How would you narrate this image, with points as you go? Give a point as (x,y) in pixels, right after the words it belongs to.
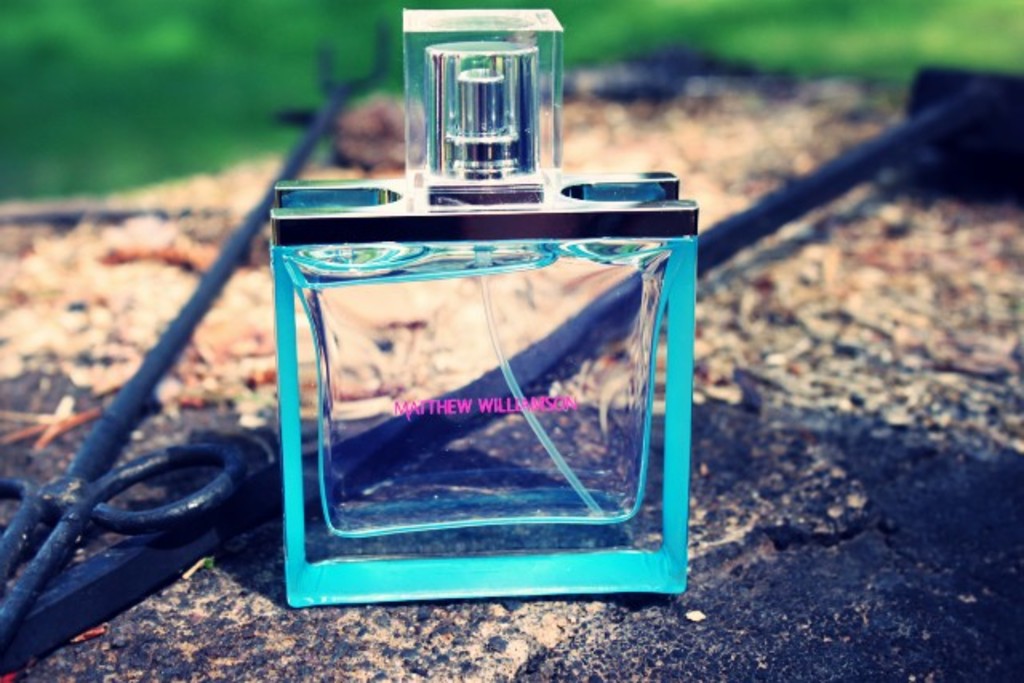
In this image there is a bottle (405,521) on the surface (809,594), there is text (440,406) on the bottle (487,419), there is an object (157,472) truncated towards the left of the image (141,513), the background of the image (174,297) is blurred, there is an object (980,139) truncated towards the right of the image (974,116).
